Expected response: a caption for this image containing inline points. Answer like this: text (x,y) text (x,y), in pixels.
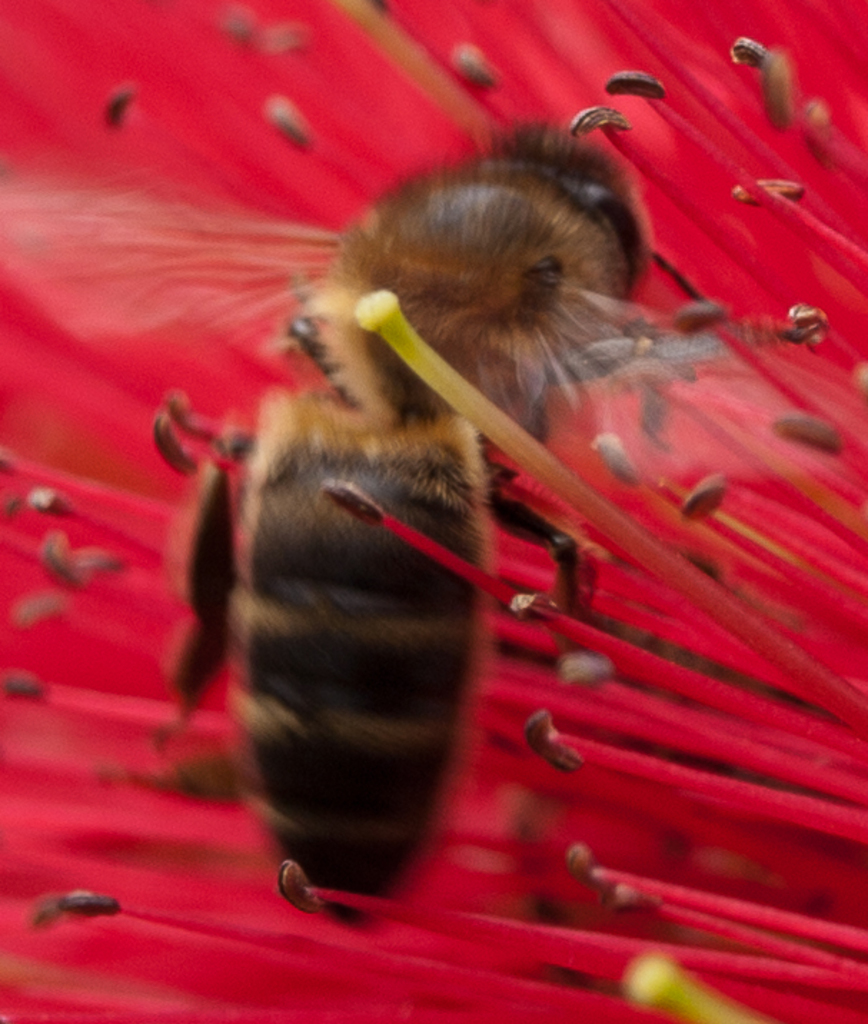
In this picture I can see the honey bee (350,608) who is standing on the red flower (477,391).
